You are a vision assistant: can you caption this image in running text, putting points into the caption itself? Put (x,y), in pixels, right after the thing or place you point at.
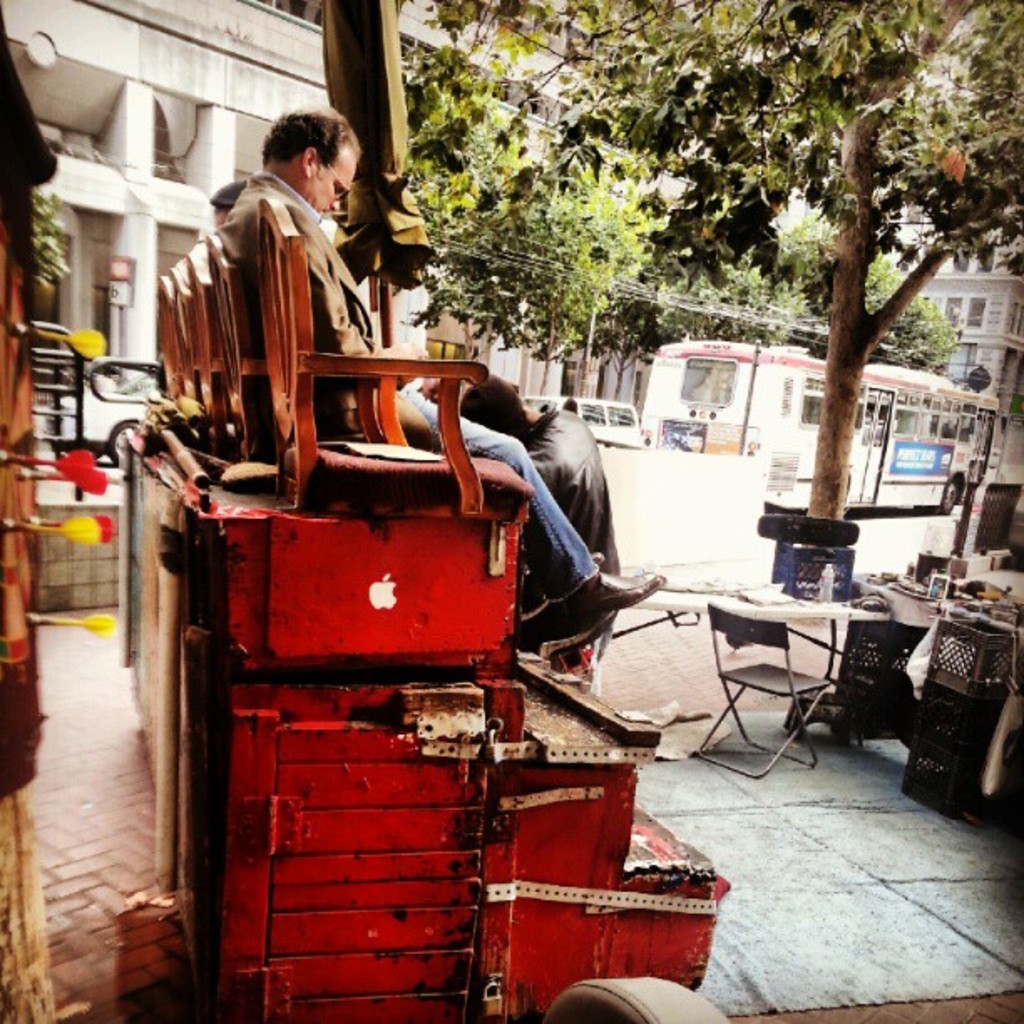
In this image we can see few people (561,455) sitting on the chairs (271,336), there are few trees (500,231), vehicles (965,424), buildings (184,90), beside there is electrical cable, on the left (15,389) we can see an object (25,822).
